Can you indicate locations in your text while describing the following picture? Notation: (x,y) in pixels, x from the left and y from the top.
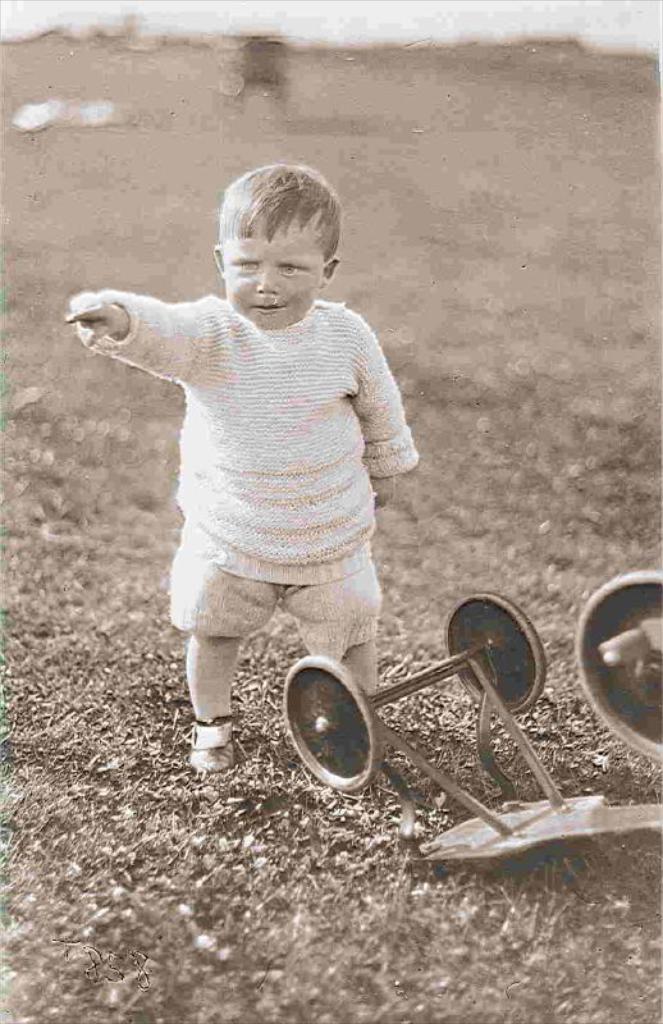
In this picture there is a kid (226,411) standing and we can see a vehicle (503,642) on the grass (631,837). In the background of the image (305,138) it is blurry.
